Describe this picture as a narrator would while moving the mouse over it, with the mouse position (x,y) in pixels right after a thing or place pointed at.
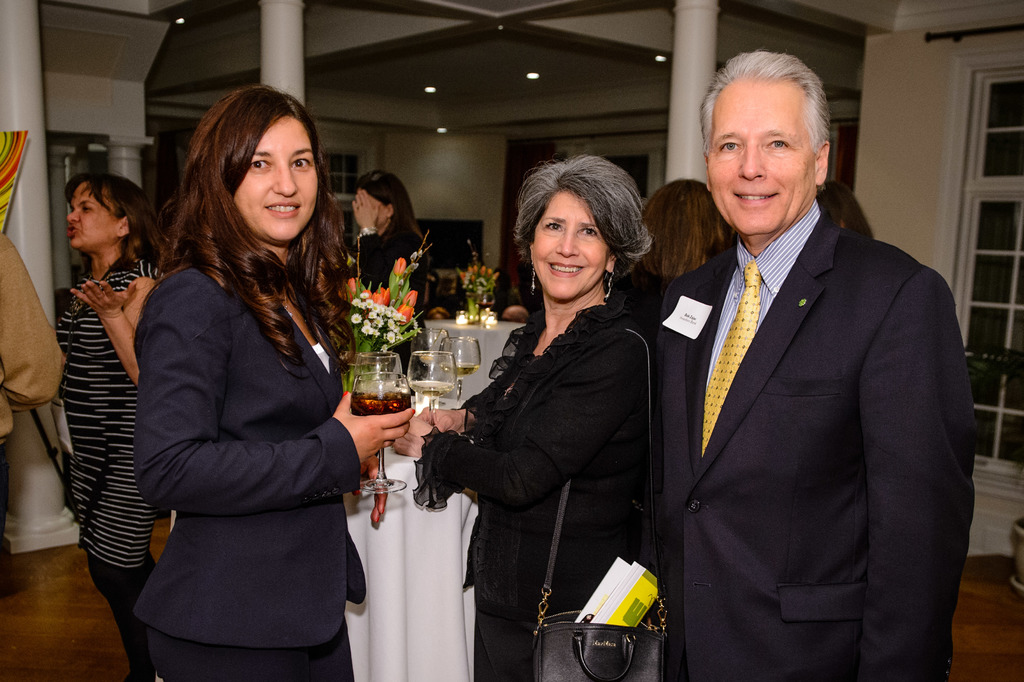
In this image we can see group of persons (674,483) standing on the floor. One woman (357,426) wearing a coat (247,329) is holding a glass (385,385) in her hand (379,427). One woman (538,410) wearing black dress (536,525) is carrying a bag (617,669). In the background (373,344), we can see flowers (395,336), window (988,347), group of poles (679,130) and some lights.
